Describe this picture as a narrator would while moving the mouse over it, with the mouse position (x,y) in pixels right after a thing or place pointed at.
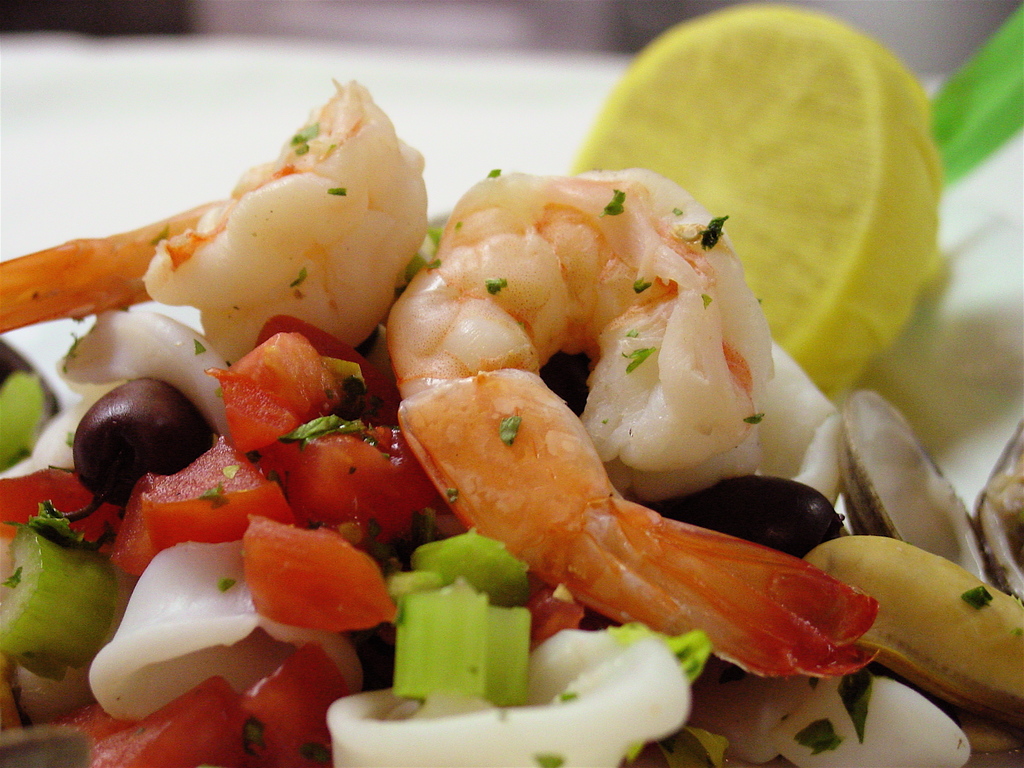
In this image we can see some food items (707,427) and a blurry background (488,53).
